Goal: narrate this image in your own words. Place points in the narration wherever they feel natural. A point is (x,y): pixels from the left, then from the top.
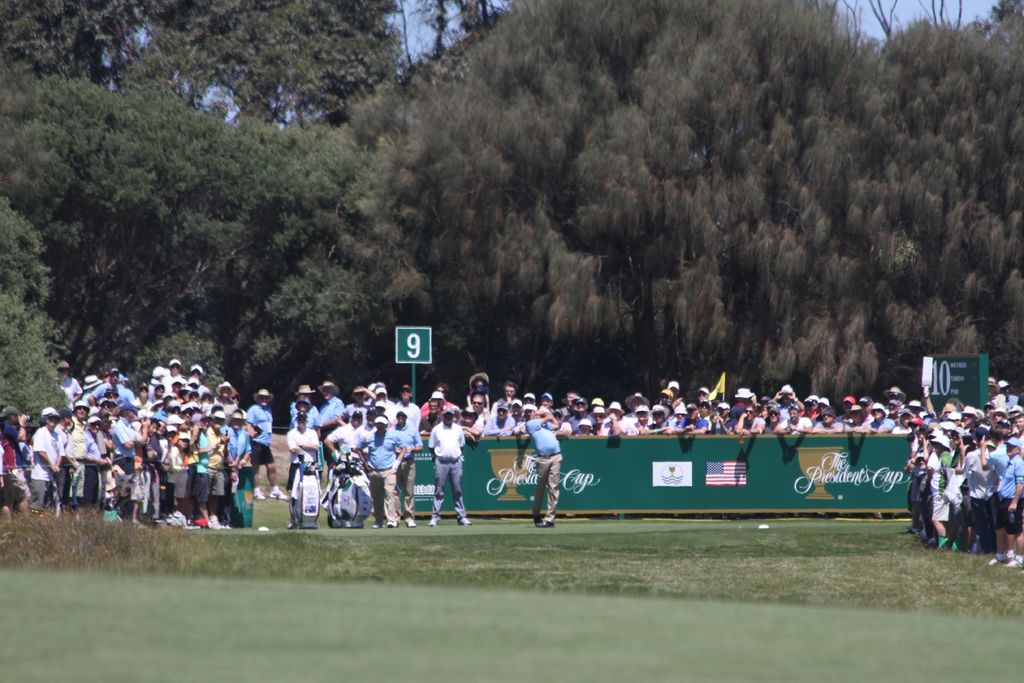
In this image I can see a group of people (197,431) standing in the center of the image (409,386). I can see a board (887,508) with some text (887,481) and flags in front of a few people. I can see some sign boards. At the top of the image (97,121) I can see the trees (356,233). At the bottom of the image (386,587) I can see the grass (375,585).
